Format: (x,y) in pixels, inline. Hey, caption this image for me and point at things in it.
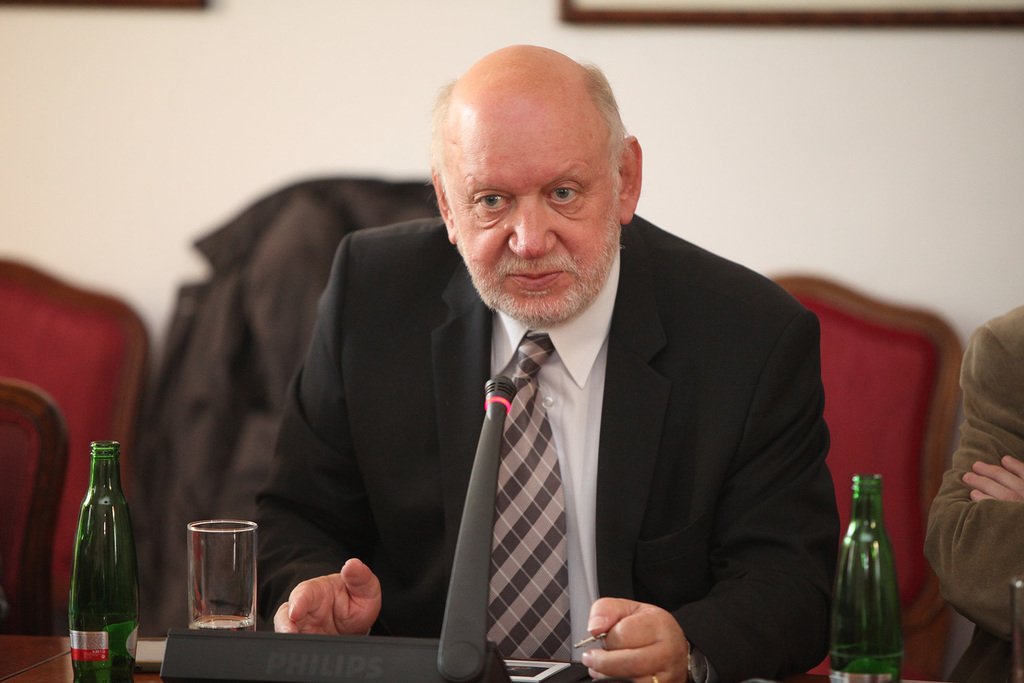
In this picture I can see there is a man (516,585) sitting on the chair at the table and the man (438,425) is wearing a blazer (438,425) and a tie (536,530) and there is a table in front of him and there is a person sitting on right (1021,535) and there is a wall (302,30) in the backdrop (261,37).
